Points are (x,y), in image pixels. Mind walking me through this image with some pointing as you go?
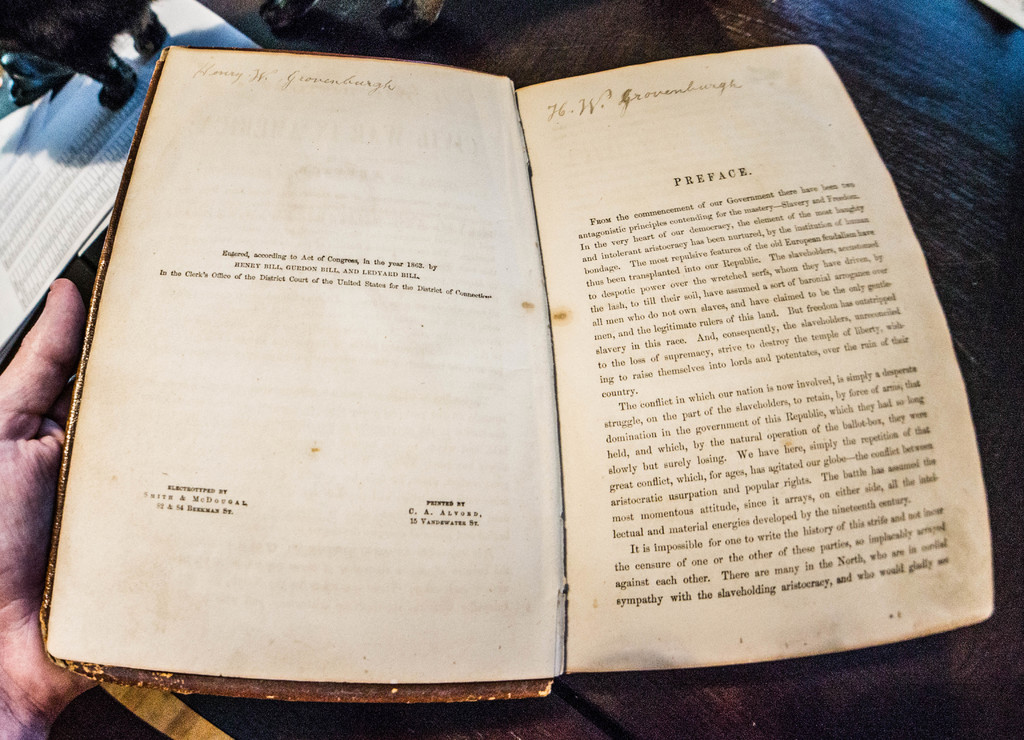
In this picture I can see a book (249,466) in front (247,250) and on the papers (468,200) I see something is written and I see a person's hand (60,323) on the left side of this image (41,349). In the background (541,21) I can see the brown color surface (787,689) and on the top left of this picture (88,104) I see a white color thing (50,177).
